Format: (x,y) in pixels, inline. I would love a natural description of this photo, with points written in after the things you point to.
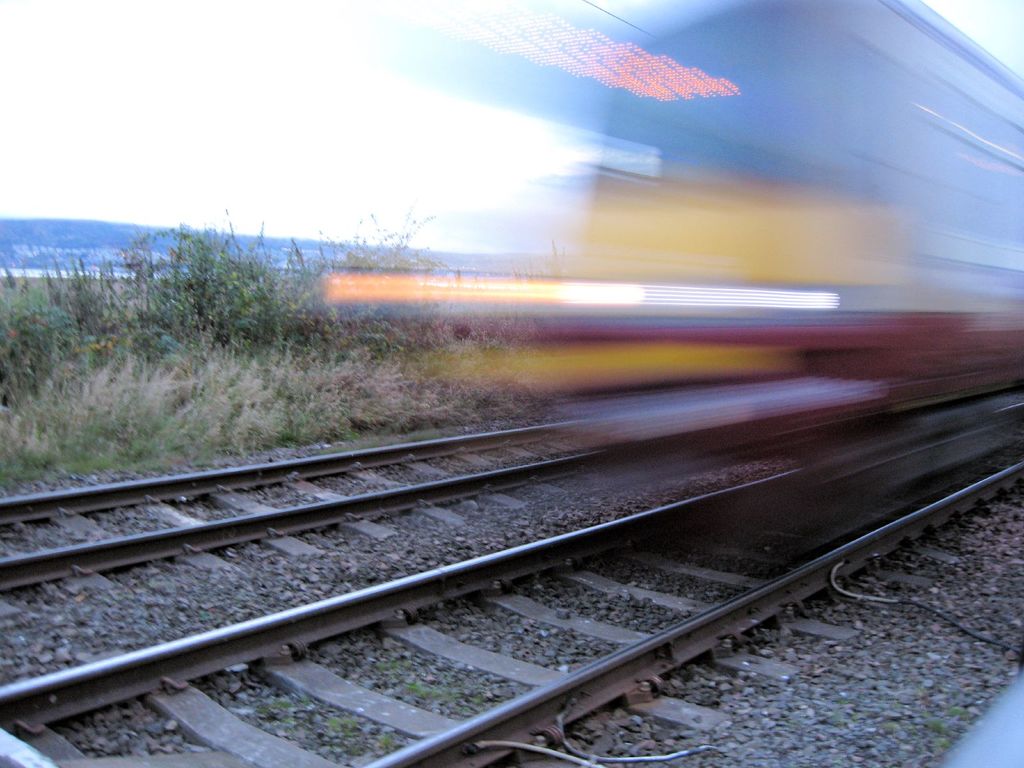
In this image I can see few railway tracks (556,549), grass (67,469) and here I can see a blurry train (830,226).
